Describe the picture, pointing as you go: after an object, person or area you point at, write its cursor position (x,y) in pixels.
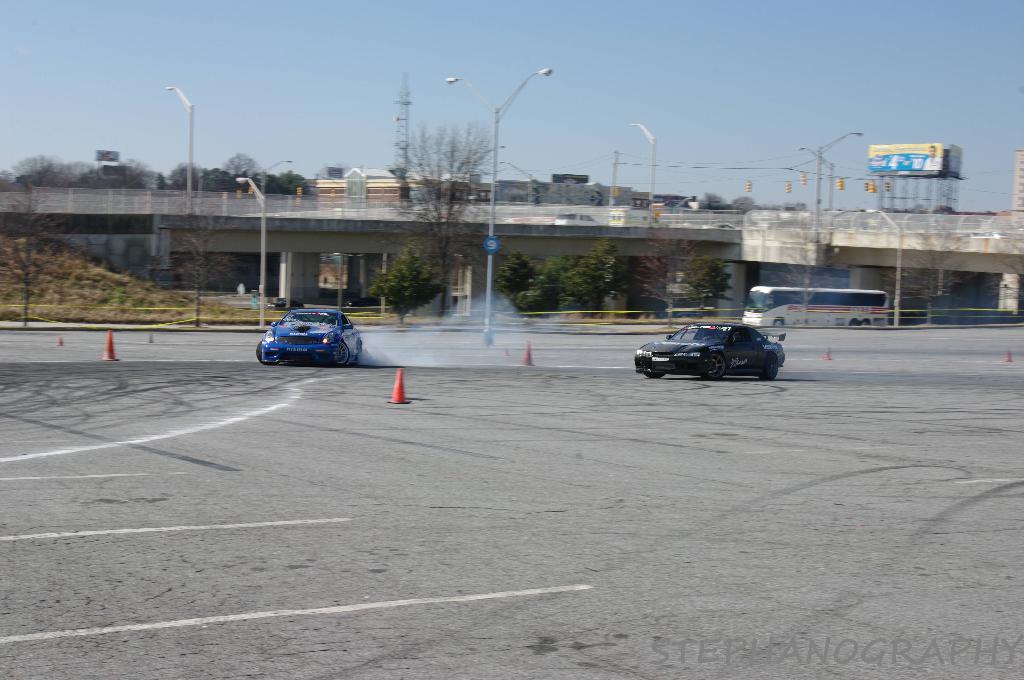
There are vehicles (313,350) on the road (533,451) on which, there are small poles (110,337) and white color lines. In the background (566,143), there are lights (886,182) attached to the poles (896,307), there is a vehicle (780,292) on the road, a bridge (28,195), there are trees (563,306), buildings (404,178) and there is blue sky (712,45).
